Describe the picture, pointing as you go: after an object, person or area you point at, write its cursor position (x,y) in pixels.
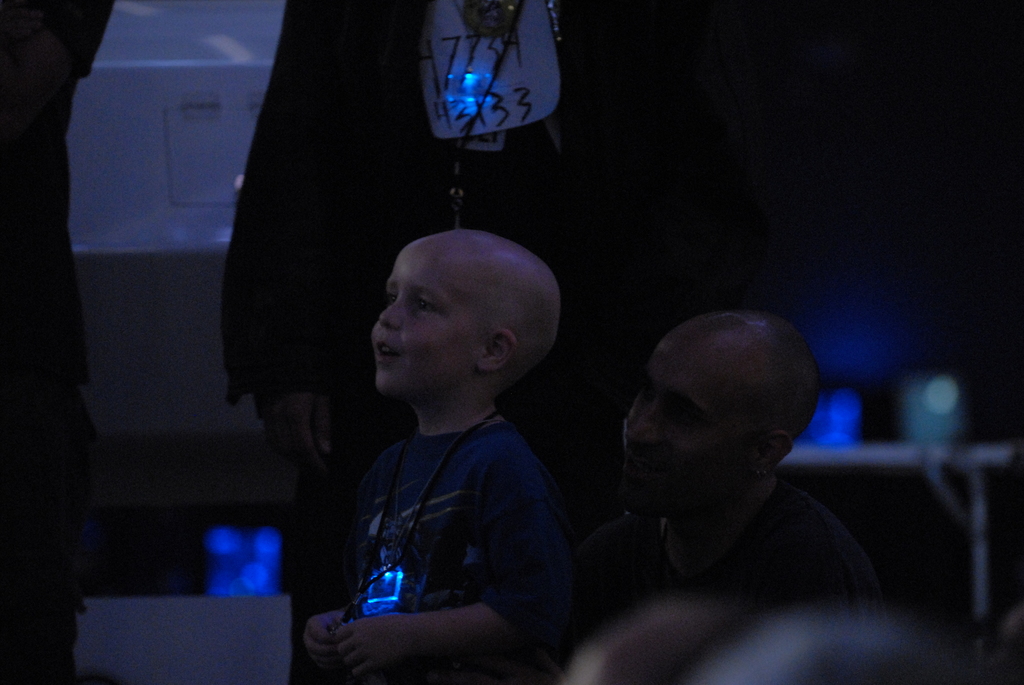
In the image there is a man (722,513) and in front of the man (673,434) and a boy (421,397) standing and speaking something, behind him there are two people (299,236) standing and the background of them is blur.
